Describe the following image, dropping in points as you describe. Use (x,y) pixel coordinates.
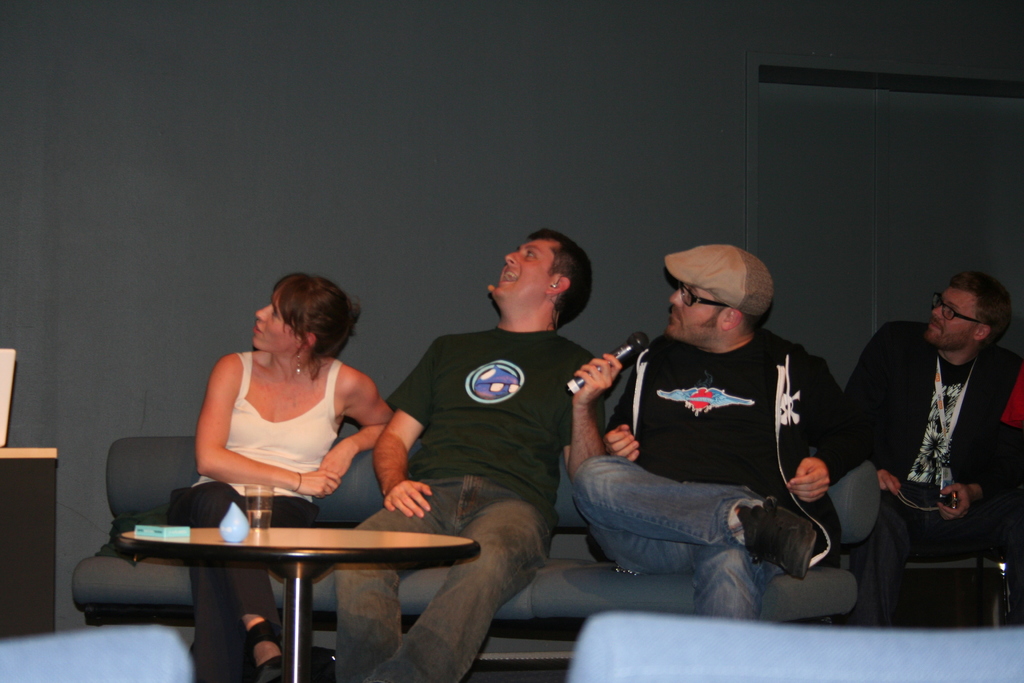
Here we see four people (455,494) sitting. This picture is clicked inside the room (524,341). In front of them, we see a table (272,532) on which glass (260,512) and plastic box (161,528) are placed. Man (467,453) in the middle of the picture (505,423) wearing black t-shirt (507,438) is holding microphone (640,341) in his hand (575,398). Behind them, we see a wall (601,133) which is green in color.
